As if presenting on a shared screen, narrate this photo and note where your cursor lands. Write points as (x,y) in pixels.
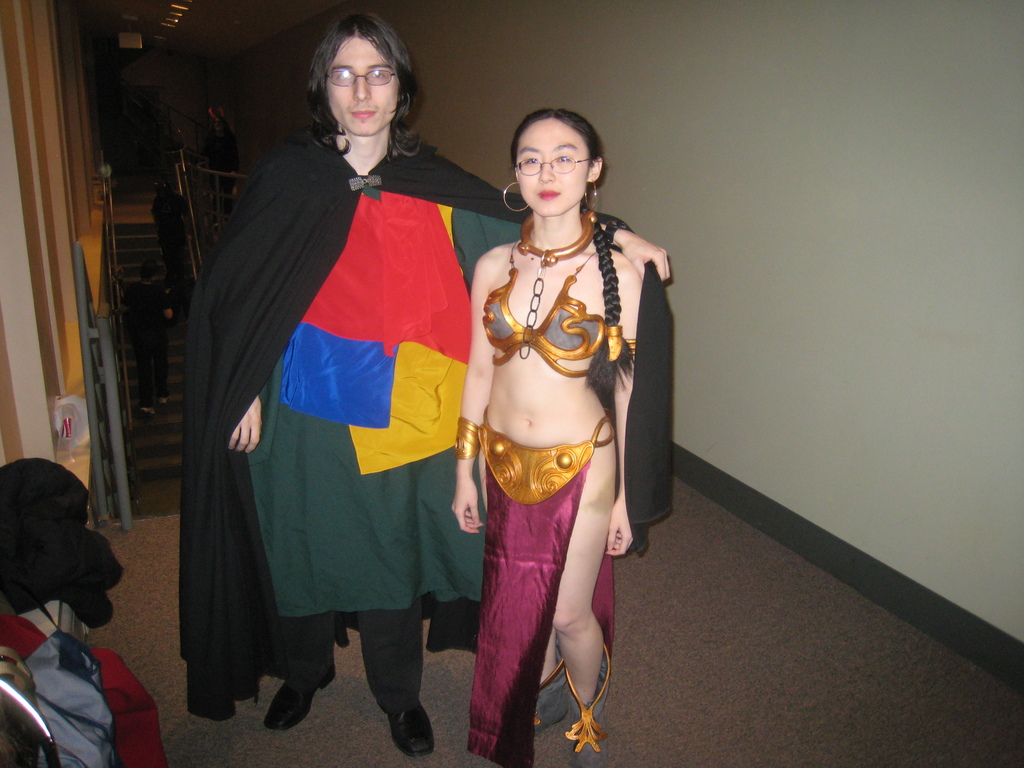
On the left side (85,561), there are clothes (96,699) on an object (80,671). There is a person (334,205) in a black color coat (273,179) placing one hand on a woman (525,182) who is standing on the floor (615,723). In the background (659,75), there is wall (643,22). And the background (254,28) is dark in color.
